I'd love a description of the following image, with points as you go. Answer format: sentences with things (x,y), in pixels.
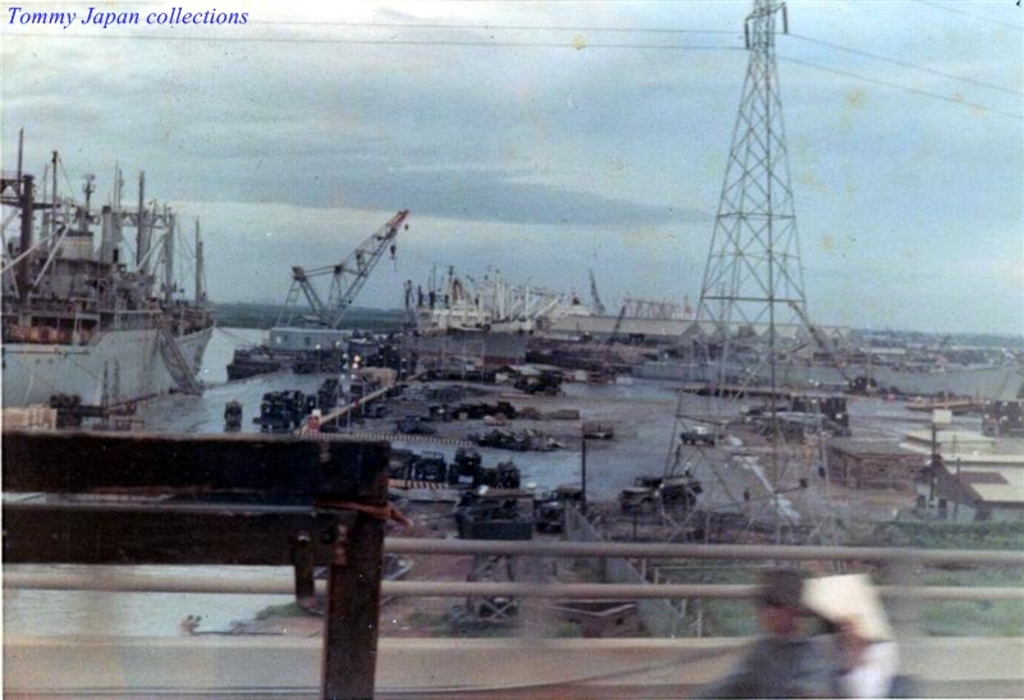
In this picture I can see so many things (686,436) are placed in one area, side we can see some ships (122,356) are on the water surface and we can see few people (757,644).
